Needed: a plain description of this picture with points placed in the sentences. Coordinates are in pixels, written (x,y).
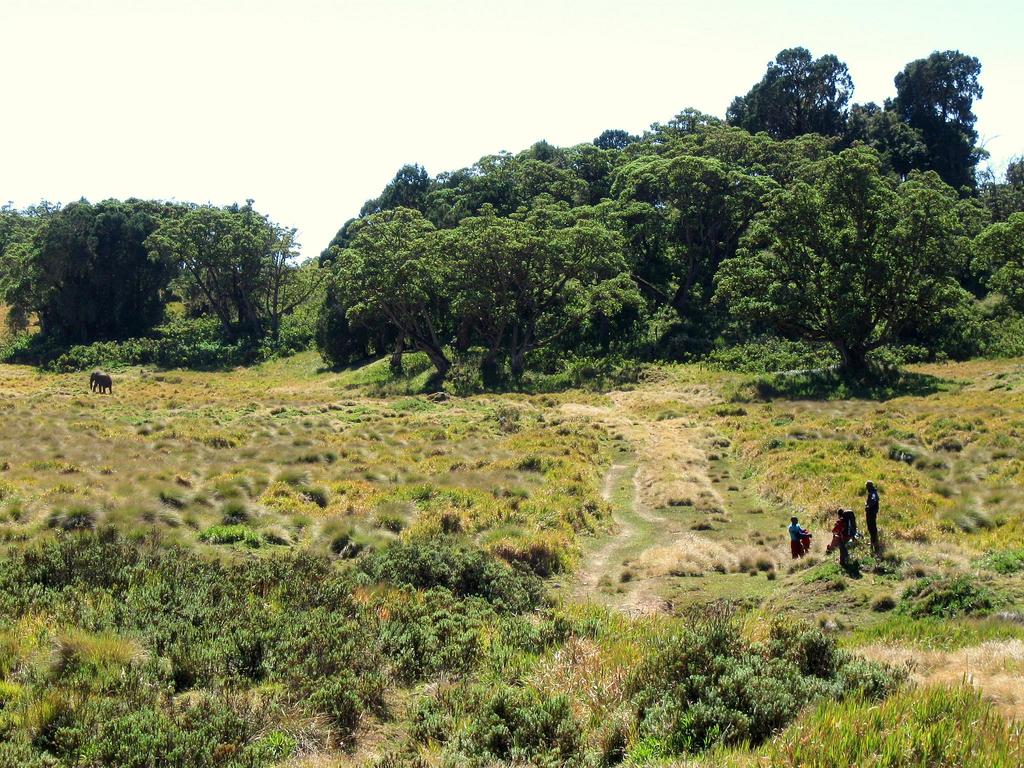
In the image there are many plants (452,464) and trees (905,224), there are three people (842,509) on the right side (797,528) and on the left side (110,375) there is an elephant (105,388).
